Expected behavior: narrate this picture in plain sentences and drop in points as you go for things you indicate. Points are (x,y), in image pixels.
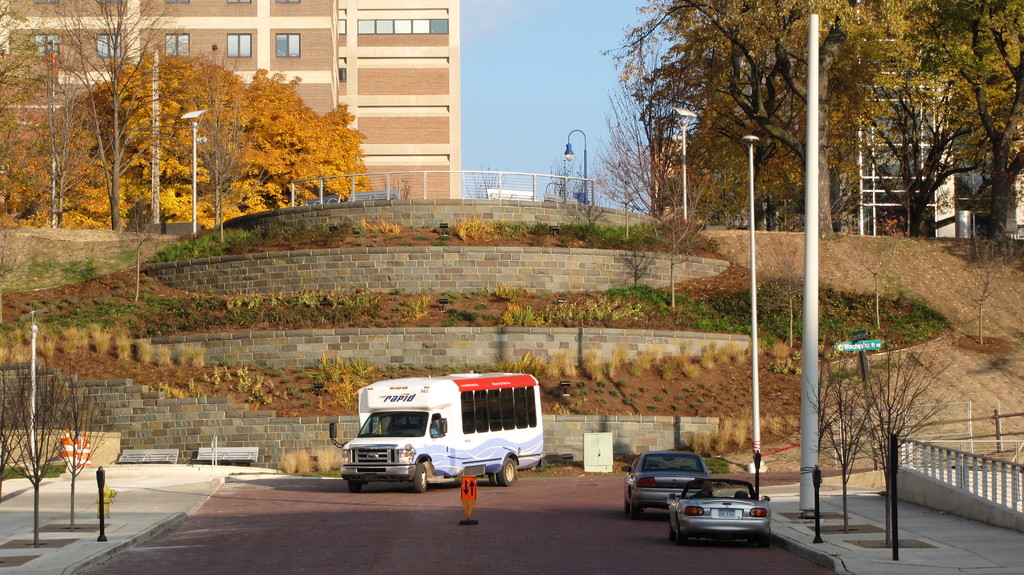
In the foreground of the picture (384,379) I can see a minivan (384,390) and two cars (647,469) on the road (413,516). There are deciduous trees (82,415) on the left side (82,399) and the right side (741,173) as well. I can see the light poles (811,185) on both sides of the road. I can see a fire hydrant (99,512) on the side of the road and it is on the bottom left side of the picture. In the background (394,19), I can see the buildings (413,143) and glass windows (397,31). There are no clouds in the sky (596,90).
